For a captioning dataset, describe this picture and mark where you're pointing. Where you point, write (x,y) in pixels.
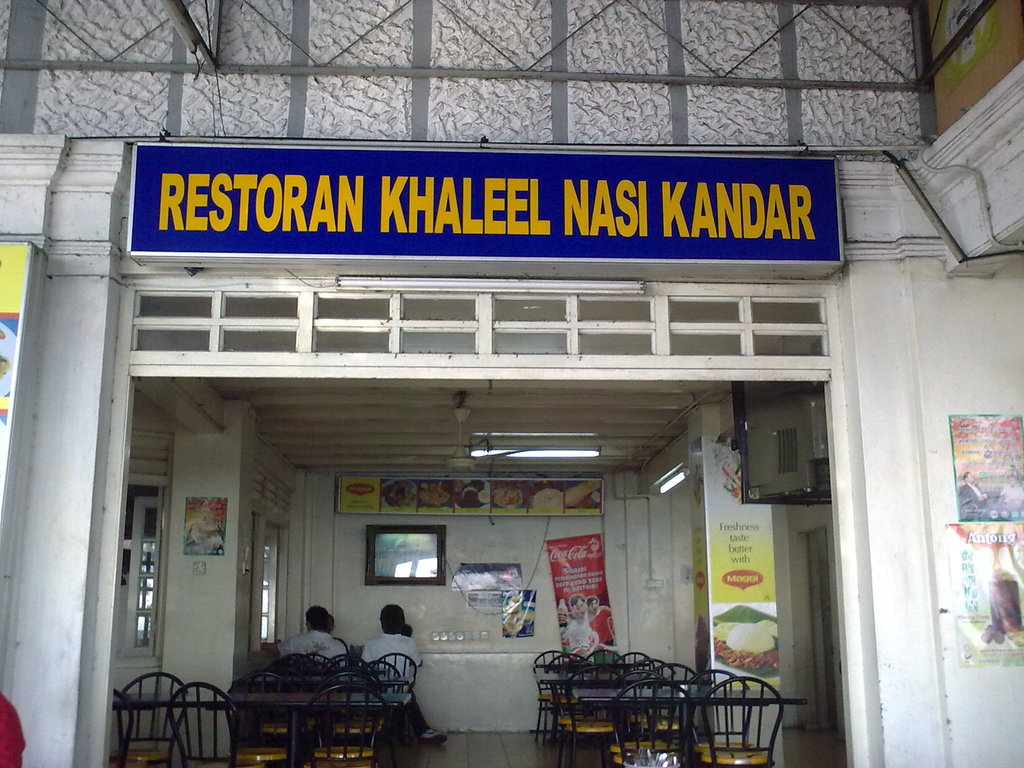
In this image I can see number of chairs (382,707), tables (327,685), number of boards (550,543), few lights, a television (377,553) on the wall (424,609) and I can also see few people (311,614) are sitting on chairs (311,670). I can also see something is written on these boards (628,255).
